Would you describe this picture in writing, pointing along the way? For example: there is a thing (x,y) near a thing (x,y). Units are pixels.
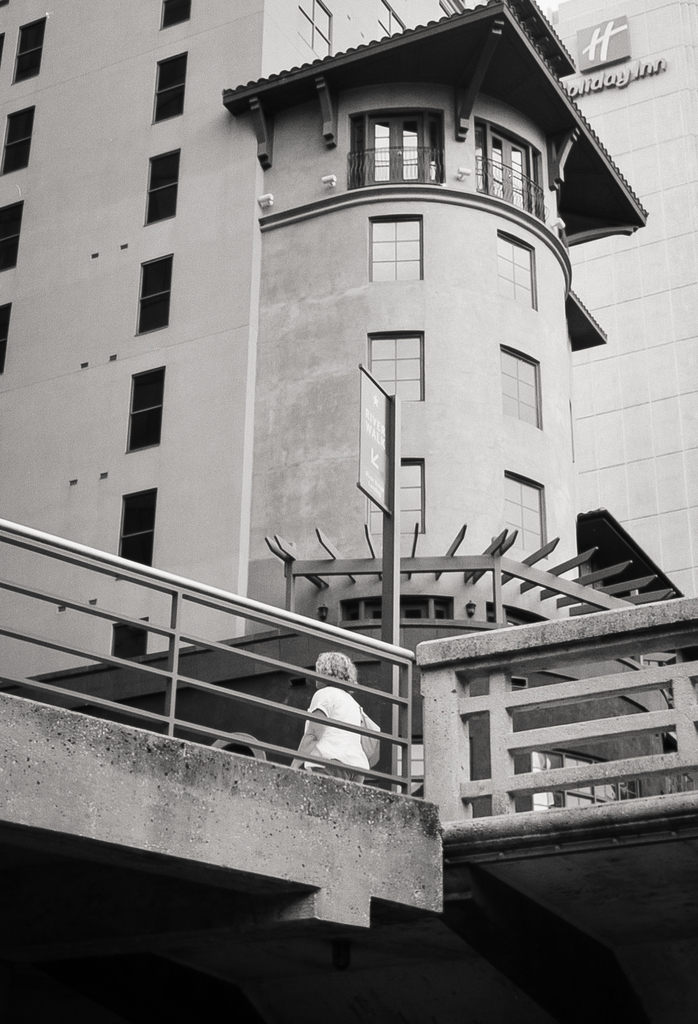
In this image, we can see a building (518,562). There is a person (356,704) at the bottom of the image (321,741) wearing clothes (333,732). There is a pole (397,578) in the middle of the image (387,503).
